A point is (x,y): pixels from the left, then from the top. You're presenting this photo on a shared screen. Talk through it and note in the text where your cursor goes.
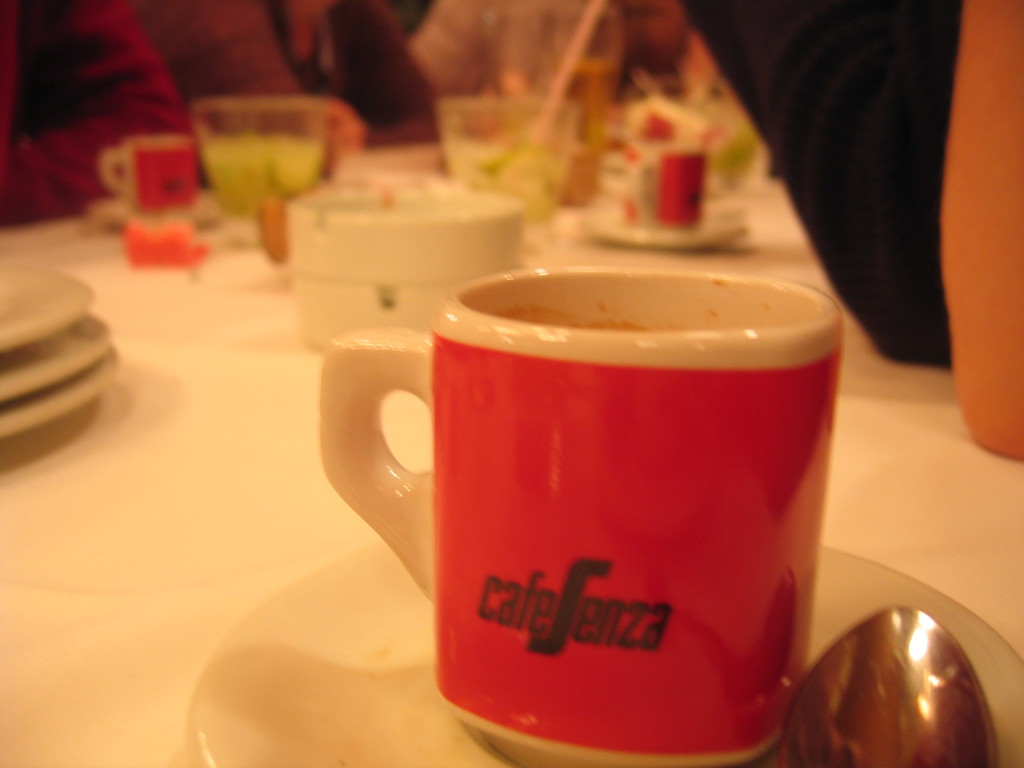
In this image I can see the white colored table (152,533) and on the table (206,509) I can see few plates (66,357), few cups (697,646), few glasses (245,120) and few other objects (411,278). I can see the blurry background (109,105) in which I can see few persons (848,12).
